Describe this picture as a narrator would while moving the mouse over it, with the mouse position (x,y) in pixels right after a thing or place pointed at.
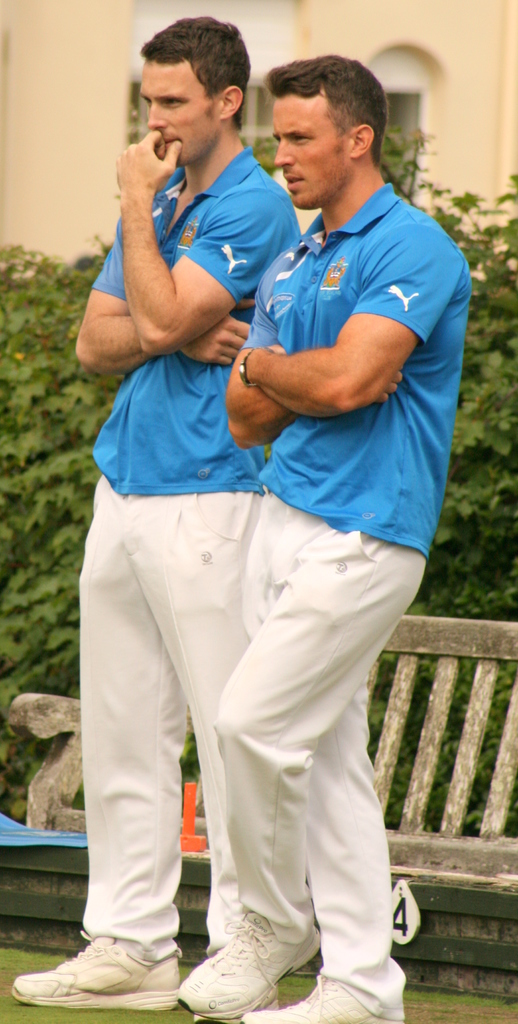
In this image I can see two persons (422,294) are standing on the ground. In the background (470,63) I can see a bench (457,734), trees (73,490) and a building (65,4). This image is taken may be during a day.
